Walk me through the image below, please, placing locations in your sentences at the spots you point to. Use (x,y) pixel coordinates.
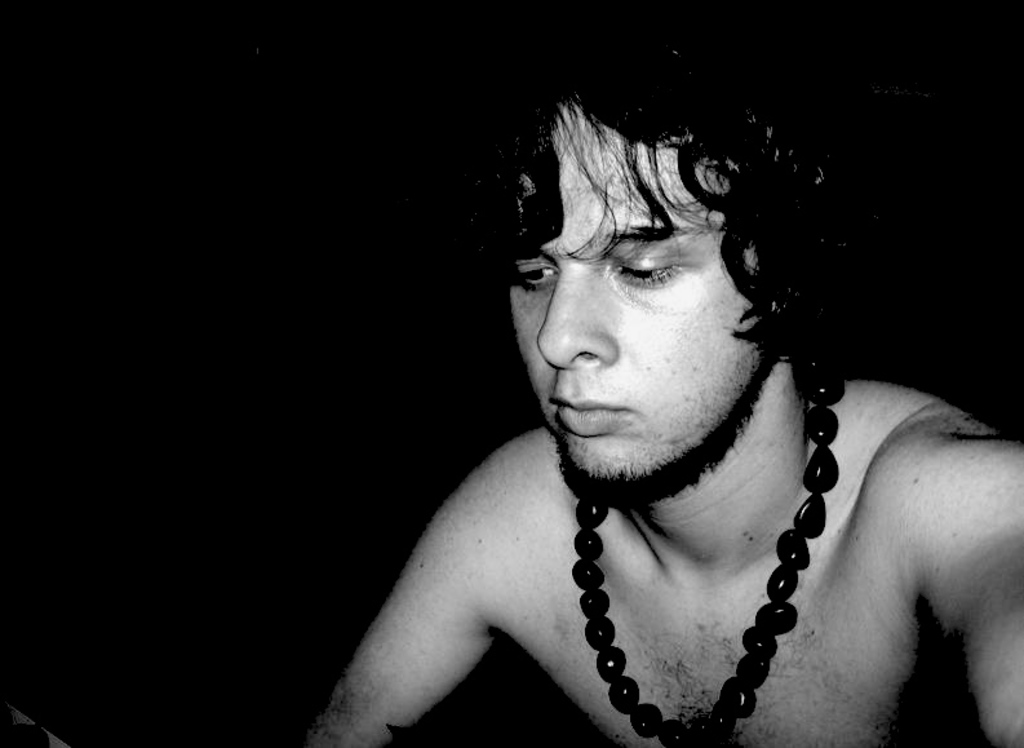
Here in this picture we can see a person (582,371) present over a place (578,733) and he is wearing some kind of pearls chain (607,633) on his neck (779,465).
